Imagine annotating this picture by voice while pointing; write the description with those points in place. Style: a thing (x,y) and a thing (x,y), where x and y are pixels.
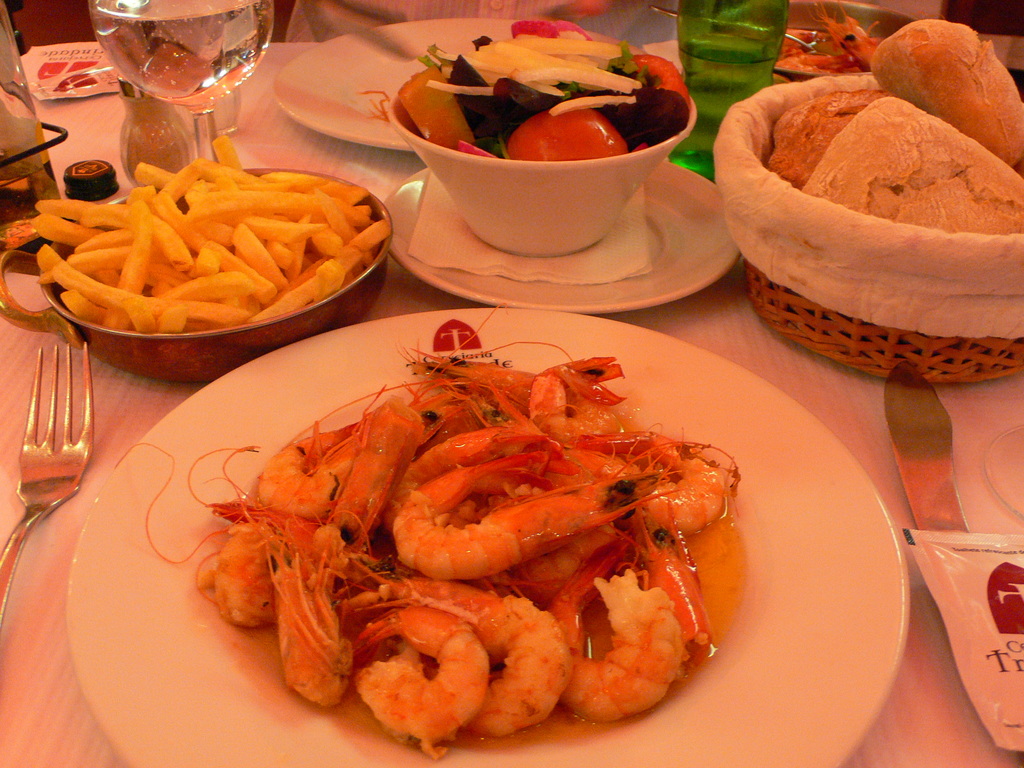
In this image, we can see food items (292,255), plates (678,265), bowls (380,255), a bottle (710,35), a glass (184,46) with drink (172,51), forks (84,373), a spoon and a basket (797,273), some packets (79,89), some tissues (423,223) and some other objects (930,471) are on the table (886,735) and we can see a person (424,4), in the background (638,22).
